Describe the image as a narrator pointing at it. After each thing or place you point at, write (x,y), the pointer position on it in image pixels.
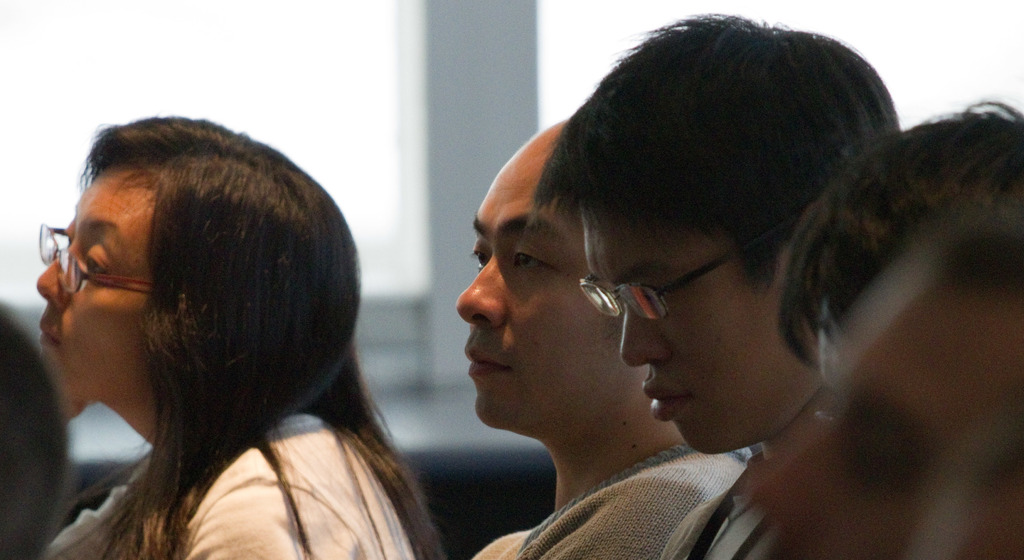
In this image, I can see one woman (248,400) and two men (519,376). This woman (332,389) and the man (712,516) wore spectacles (71,265).
